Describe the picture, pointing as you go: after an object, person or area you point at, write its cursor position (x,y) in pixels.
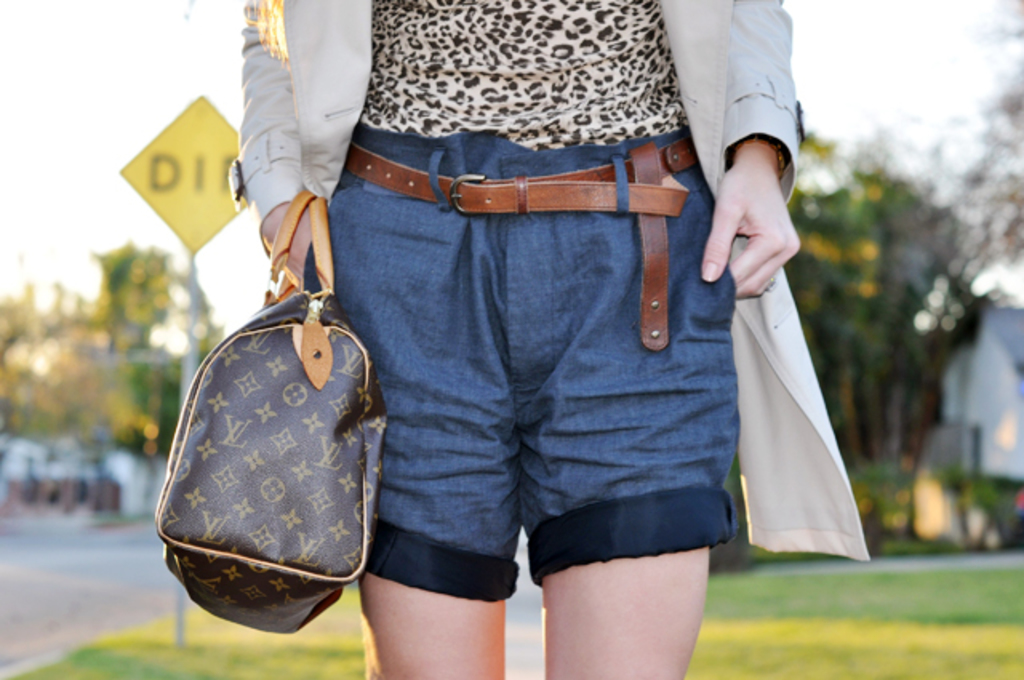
A girl (533,329) wearing shorts (565,318) and a jacket (697,107) and a belt (515,212) is holding a bag (287,396). There is a green grass lawn (868,605). Behind her some trees (861,264) and a sign board (184,219) is there.
